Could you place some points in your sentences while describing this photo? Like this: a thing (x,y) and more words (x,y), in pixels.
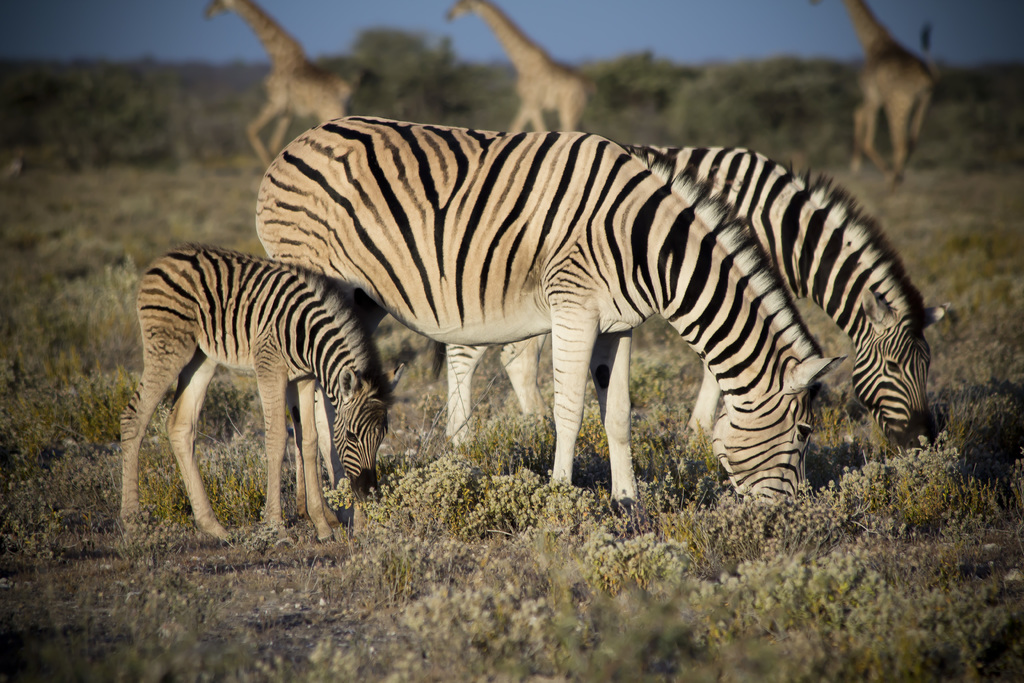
In this image in front (261,350) there are zebras (851,330) eating the grass (647,553). Behind them there are giraffes (900,112). In the background of the image (218,98) there are trees (401,79) and sky (685,19).
